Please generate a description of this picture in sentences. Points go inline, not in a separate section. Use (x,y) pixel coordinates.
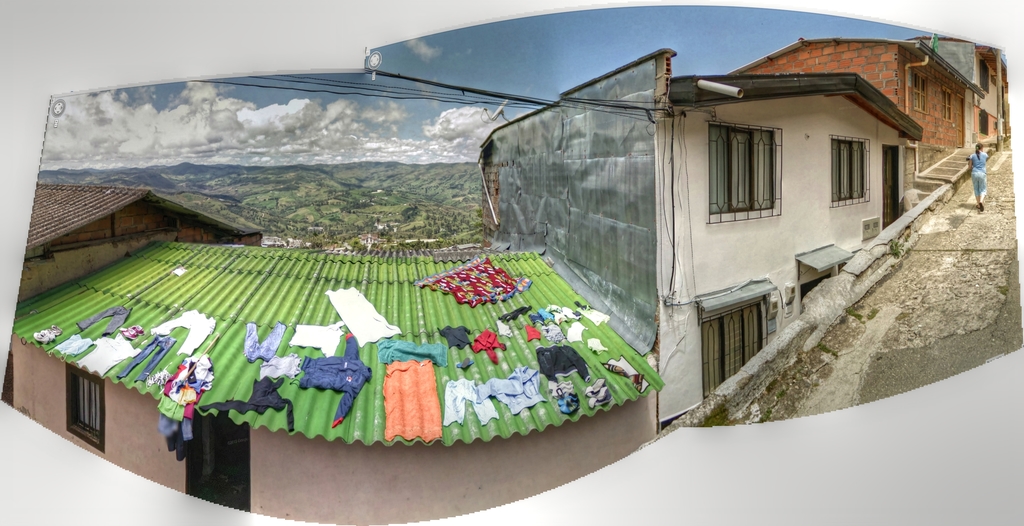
I can see this is an edited image. There is a person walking on the road (958,265). There are buildings (778,284), clothes (451,417), cables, trees (357,238), hills (302,172), and in the background (263,149) there is sky (253,138).
